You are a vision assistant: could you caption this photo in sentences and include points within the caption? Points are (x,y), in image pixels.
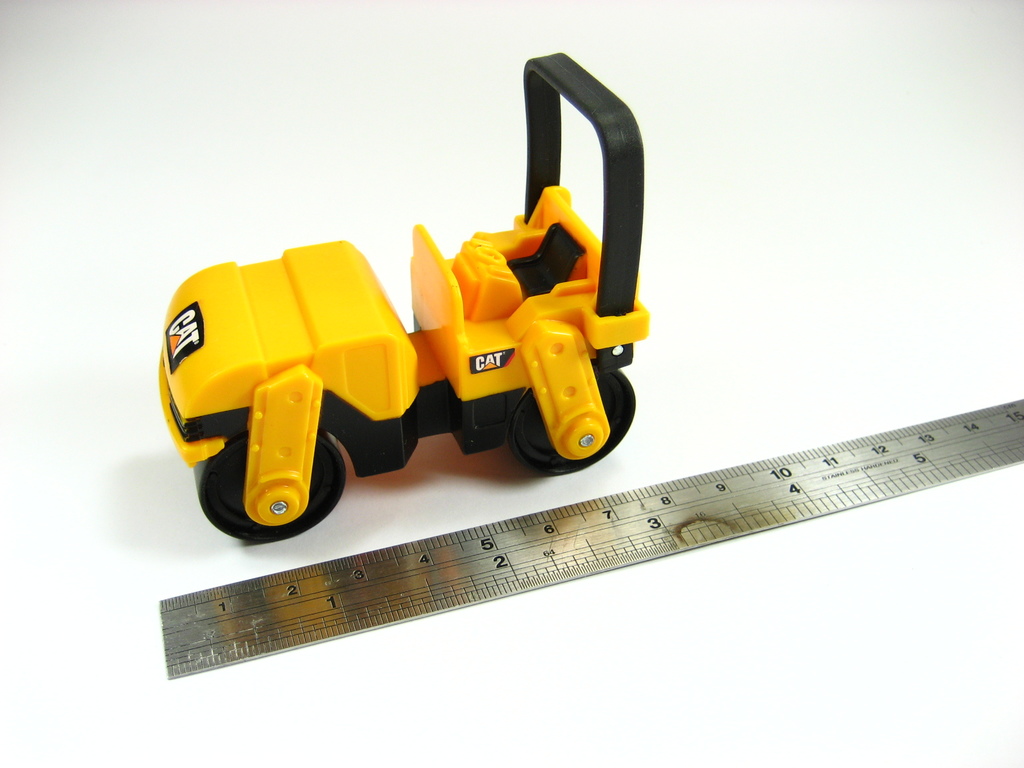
We can see toy vehicle (281,394) and scale (487,596) on white surface (563,596).
